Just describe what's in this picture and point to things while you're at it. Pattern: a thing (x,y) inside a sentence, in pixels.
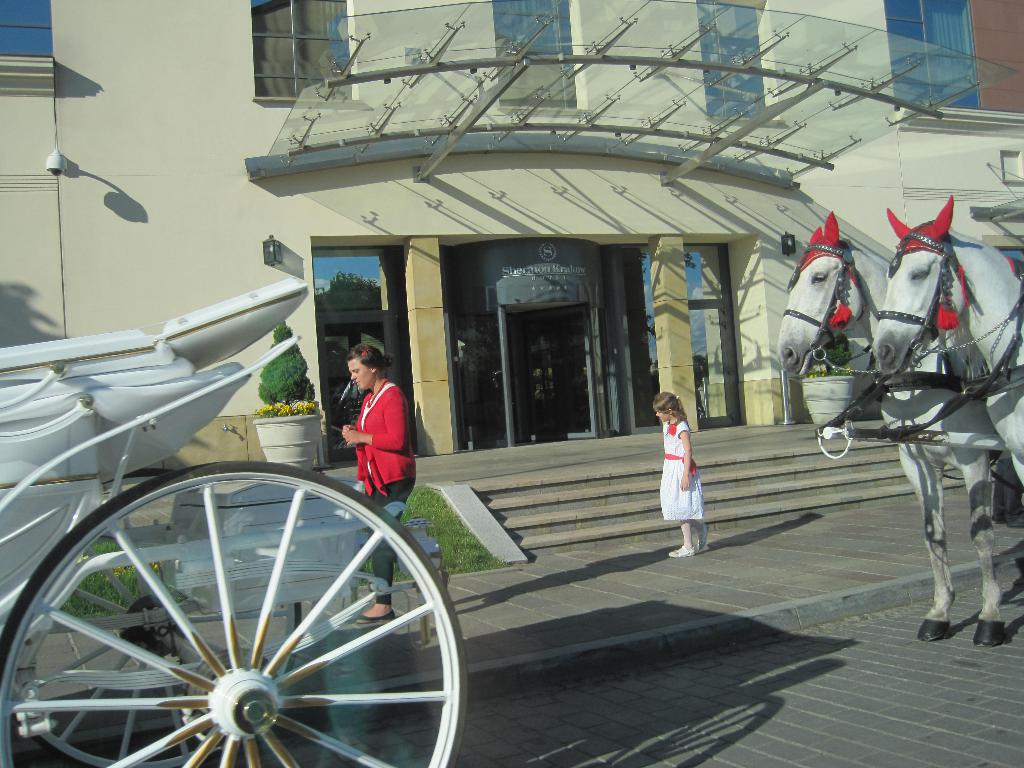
In the image we can see there is a woman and there is a girl (662,404) standing on the ground (863,529). There are horses (893,328) standing on the ground (958,674) and there is a buggy (201,483). Behind there is a building (407,156) and there is a glass roof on the entrance (581,439) of the building (100,136). There is a plant (302,372) kept in the pot (305,420) and there are stairs (578,506).
